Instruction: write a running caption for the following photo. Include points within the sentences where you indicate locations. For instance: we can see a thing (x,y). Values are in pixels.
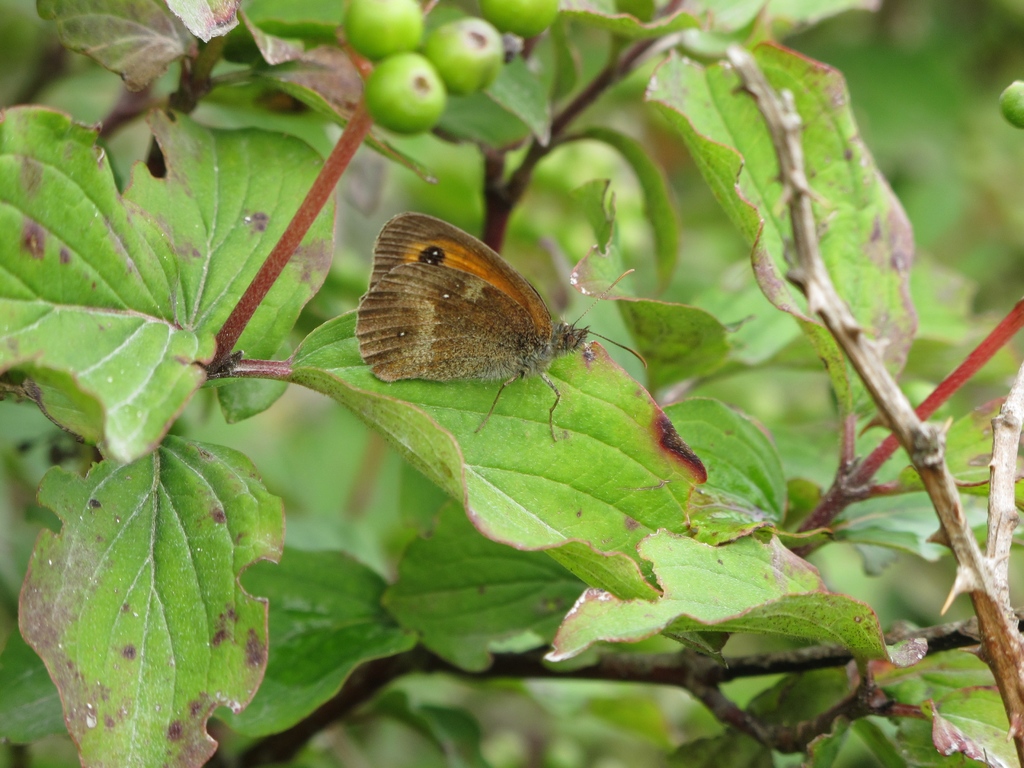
There is one butterfly (471,354) on a leaf (479,388) as we can see in the middle of this image (563,477), and there are leaves (252,236) and stems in the background (440,599).
